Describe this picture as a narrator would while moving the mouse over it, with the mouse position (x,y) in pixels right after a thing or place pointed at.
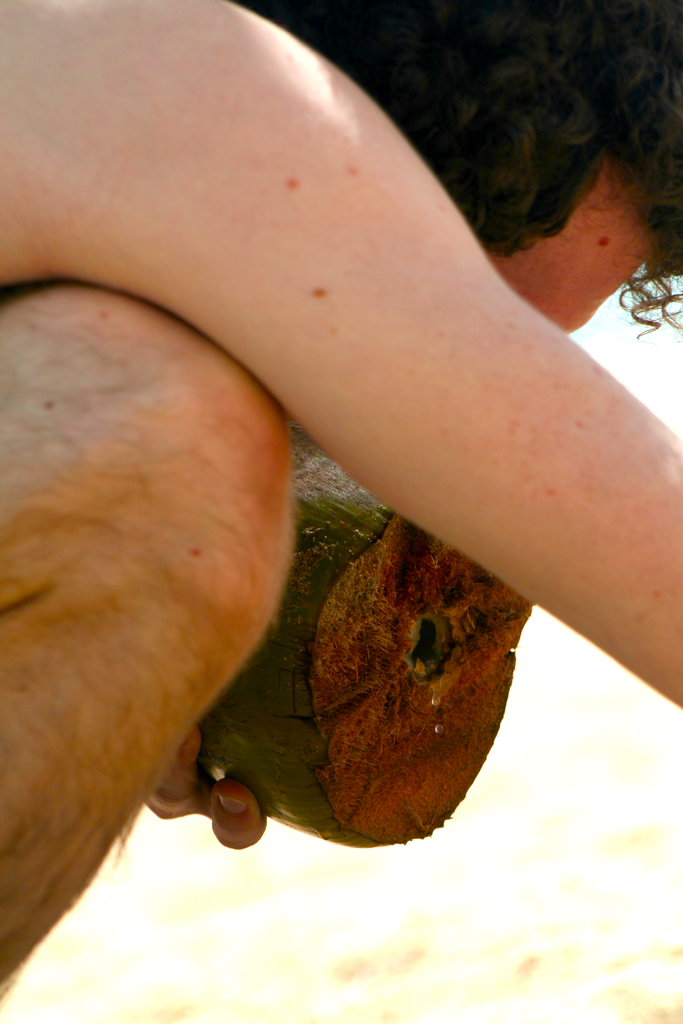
In this image I can see the person (211,621) holding some object (243,691) and I can see white color background (142,992).
